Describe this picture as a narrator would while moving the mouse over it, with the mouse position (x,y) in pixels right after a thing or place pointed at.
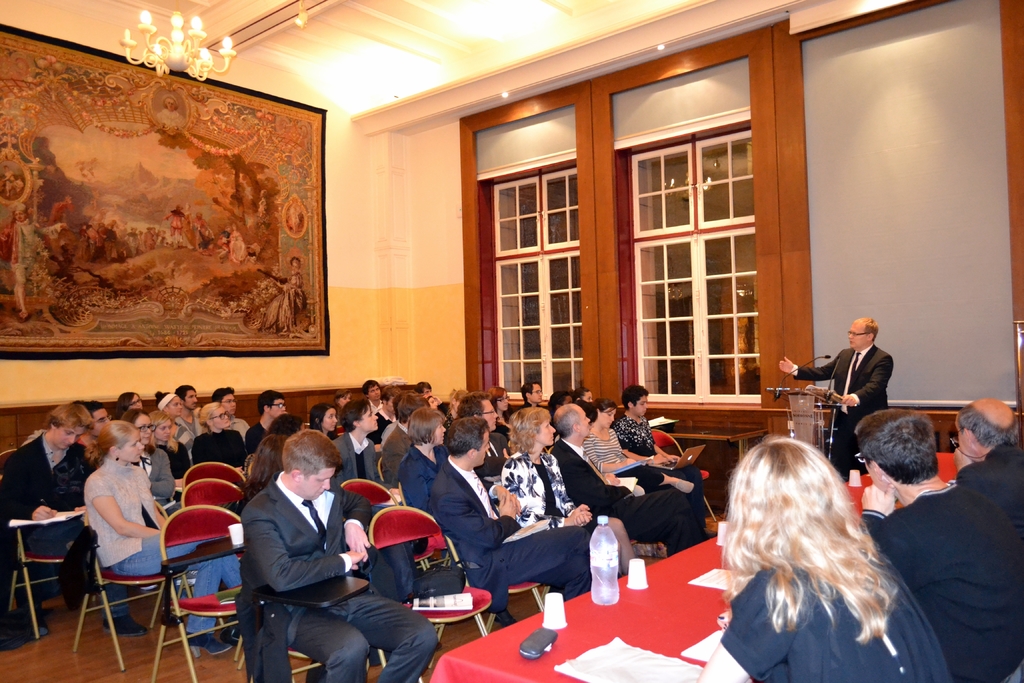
This picture shows a group of people (71,425) seated on the chairs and we see a photo frame (317,355) on the wall (364,333) and we see a chandelier light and we see water bottles (605,569) and cups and some papers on the table (545,660) and we see few people (921,453) seated on the other side of the table (948,466) and a man (876,366) speaking at a podium (830,414) with the help of a microphone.
